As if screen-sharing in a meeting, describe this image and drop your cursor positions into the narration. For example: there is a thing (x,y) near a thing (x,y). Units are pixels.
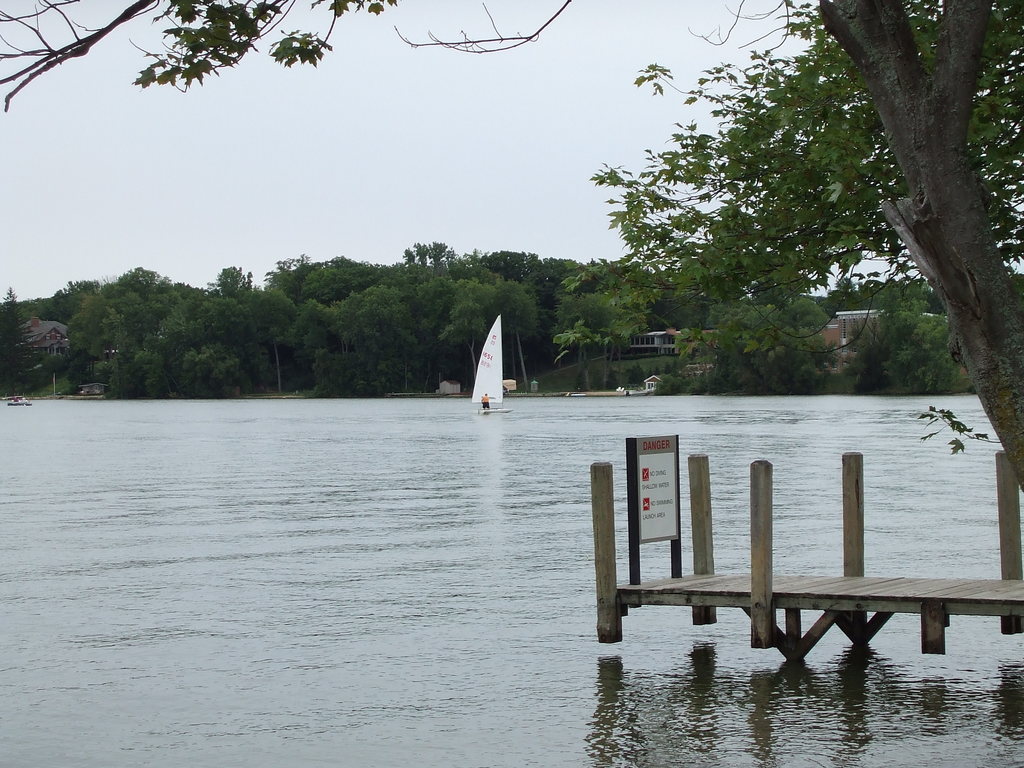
There are two boats (18,404) on water (315,437) and there are trees (495,313) and buildings (834,328) in the background (763,333).
